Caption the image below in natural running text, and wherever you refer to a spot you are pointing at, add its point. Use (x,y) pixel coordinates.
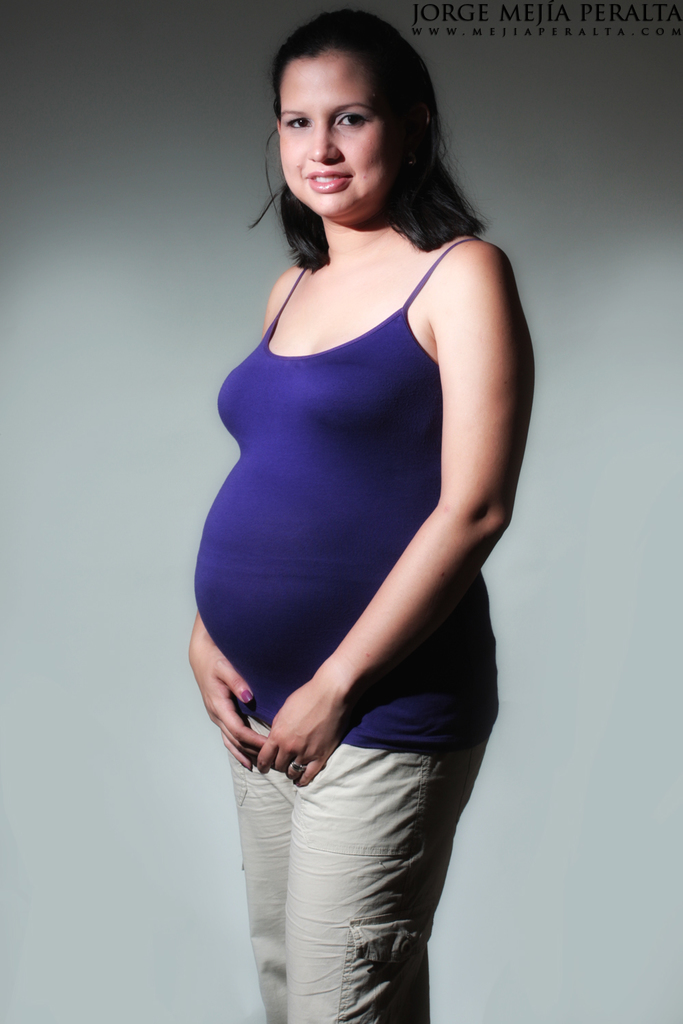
As we can see in the image there is a white color wall (104,500) and a woman (392,379) wearing blue color dress (367,718).
